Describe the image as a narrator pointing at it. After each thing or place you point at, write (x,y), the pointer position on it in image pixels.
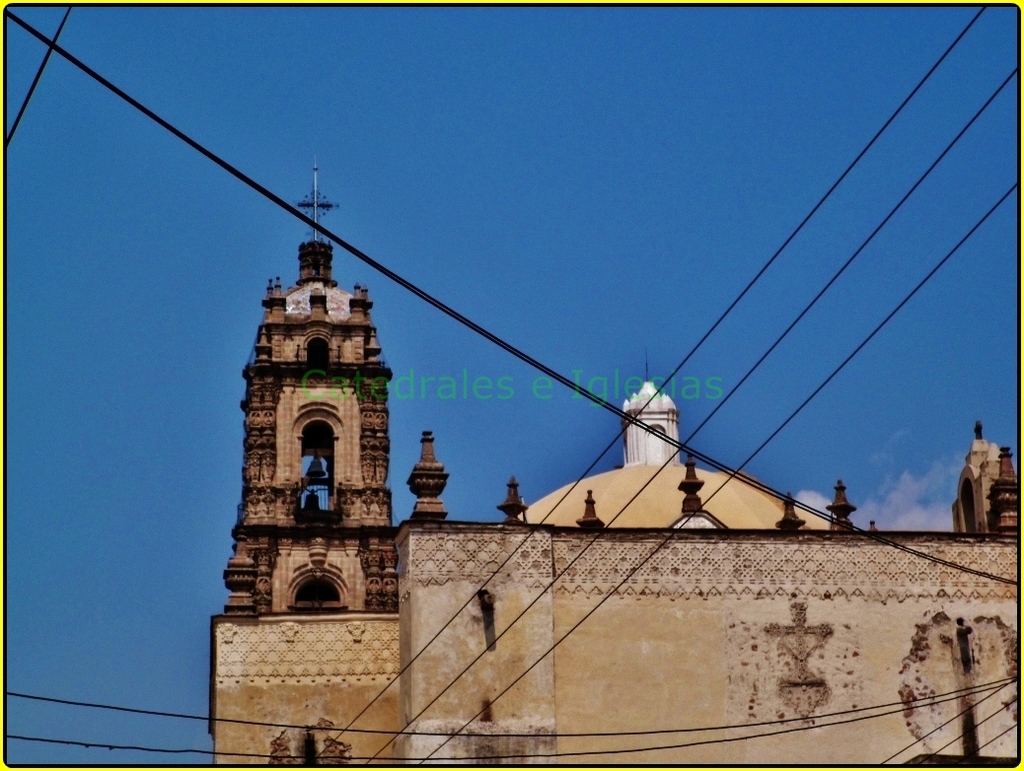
In this image at the bottom (856,634) there is a building (741,548), and in the foreground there are some wires (957,568). At the top of the image (494,211) there is sky (437,183).
